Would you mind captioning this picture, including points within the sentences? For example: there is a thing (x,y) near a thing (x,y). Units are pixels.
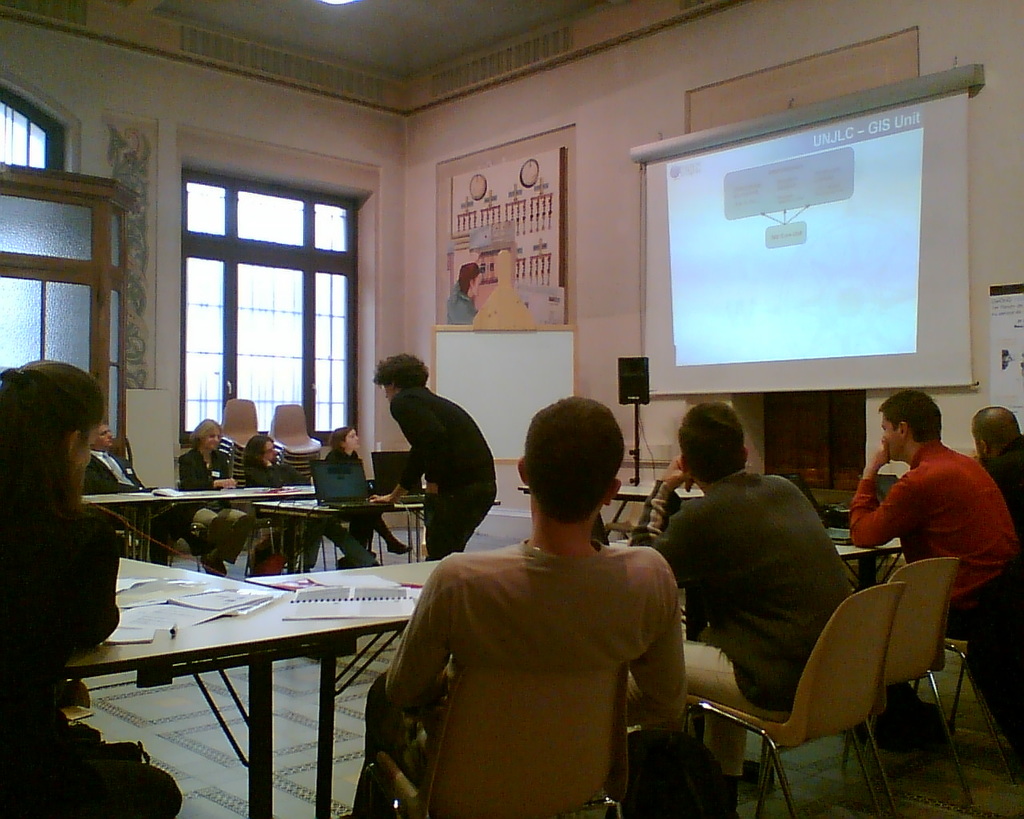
In the image we can see there are lot of people (215,553) who are sitting on chair (489,710) and in middle (459,506) there is a person (452,446) who is standing and on table (301,509) there is a laptop (335,500).
